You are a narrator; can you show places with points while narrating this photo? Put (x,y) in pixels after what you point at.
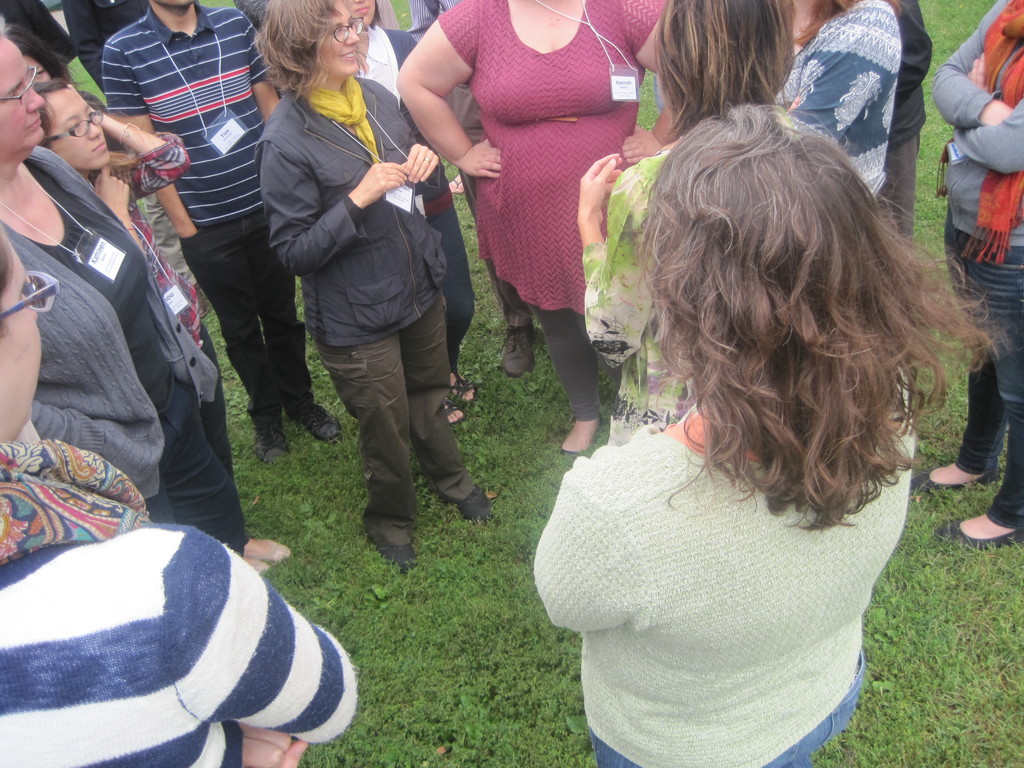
In this picture, we see a man (238,169) and the women (164,329) are standing. The man (225,66) is wearing a blue T-shirt (242,75) and all of them are wearing the ID cards (121,257). At the bottom (466,679), we see the grass (418,485). The woman (297,265) in the middle of the picture (366,394) is wearing a grey jacket (304,225) and she is smiling. In the background (81,47), we see the legs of the people (59,38) who are standing.
